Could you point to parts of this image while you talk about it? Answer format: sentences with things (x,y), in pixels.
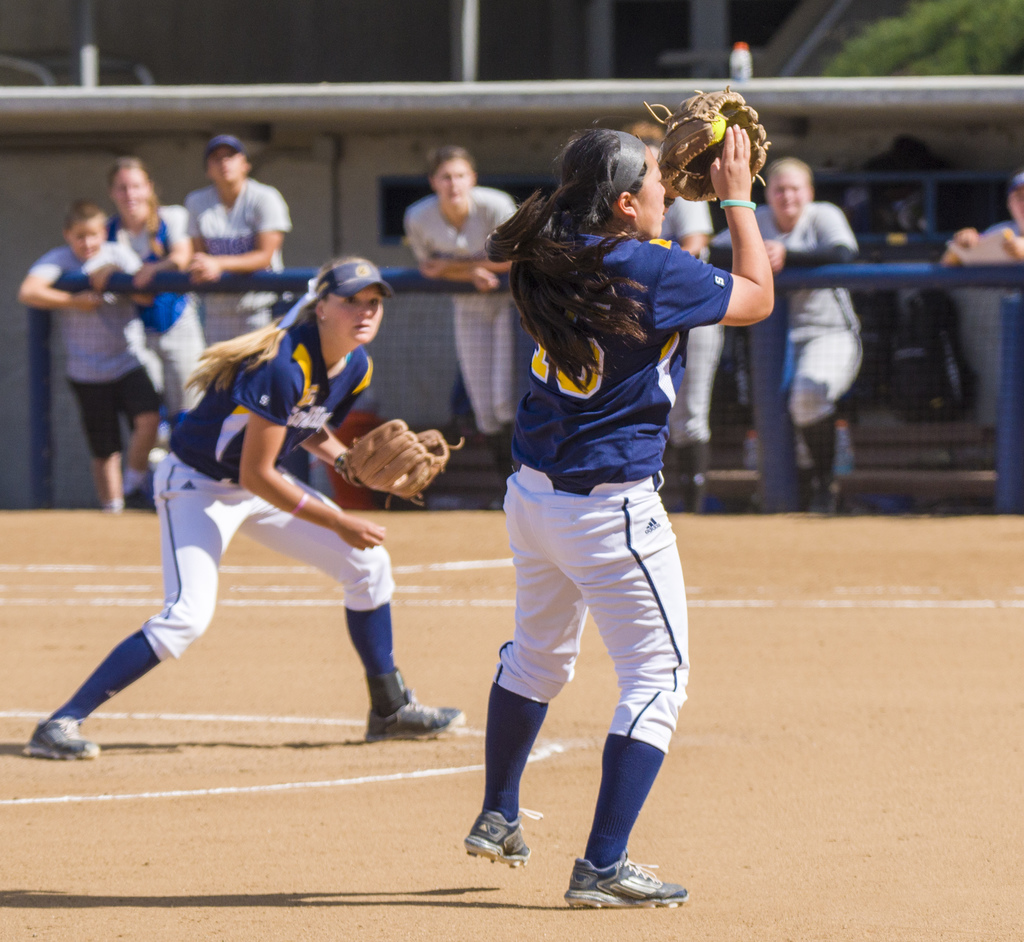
This image consists of two women (295,495). They are wearing blue jerseys (311,426) and gloves (420,446). It looks like they are playing baseball. At the bottom (827,815), there is a ground (232,750). In the background (419,291), there is a fencing (961,291). Beyond which, there are many persons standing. And we can see a building (579,130) in the background (285,186).
